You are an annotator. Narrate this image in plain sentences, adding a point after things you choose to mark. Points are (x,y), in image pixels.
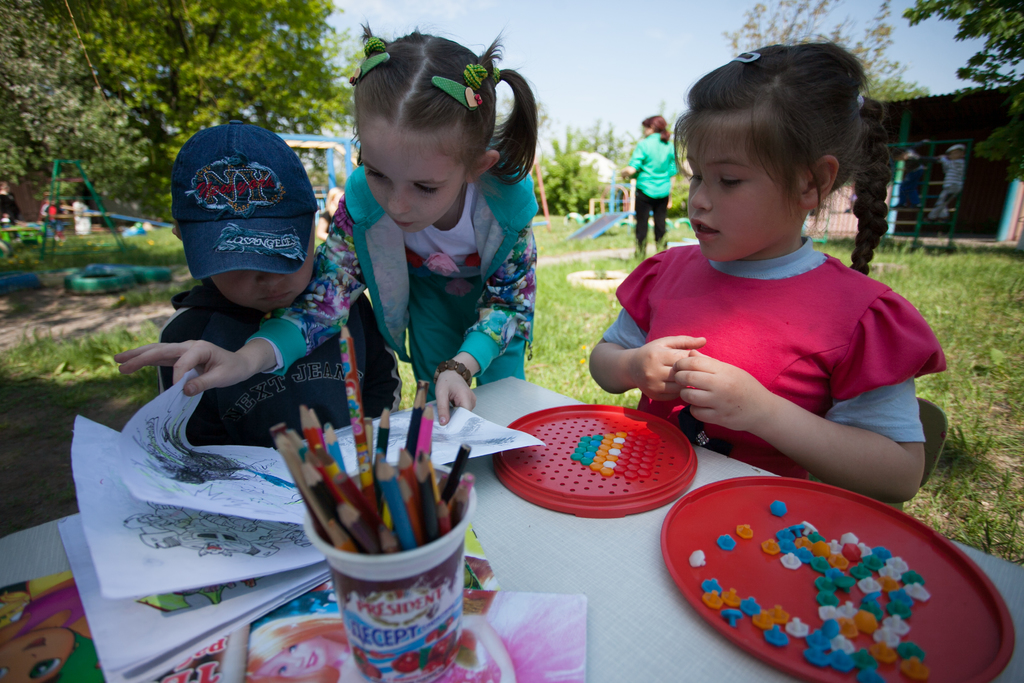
In this image, we can see kids (405,215) and one of them is wearing a cap (212,220) and there are pencils (407,486), a cup (439,583), toys (591,509), books (222,613) are on the table (585,590) and in the background (204,56), we can see trees (125,58), fun rides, a shed (963,196) and there are tires (110,269). At the bottom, there is ground (971,401) and at the top (676,24), there is sky (671,28).
